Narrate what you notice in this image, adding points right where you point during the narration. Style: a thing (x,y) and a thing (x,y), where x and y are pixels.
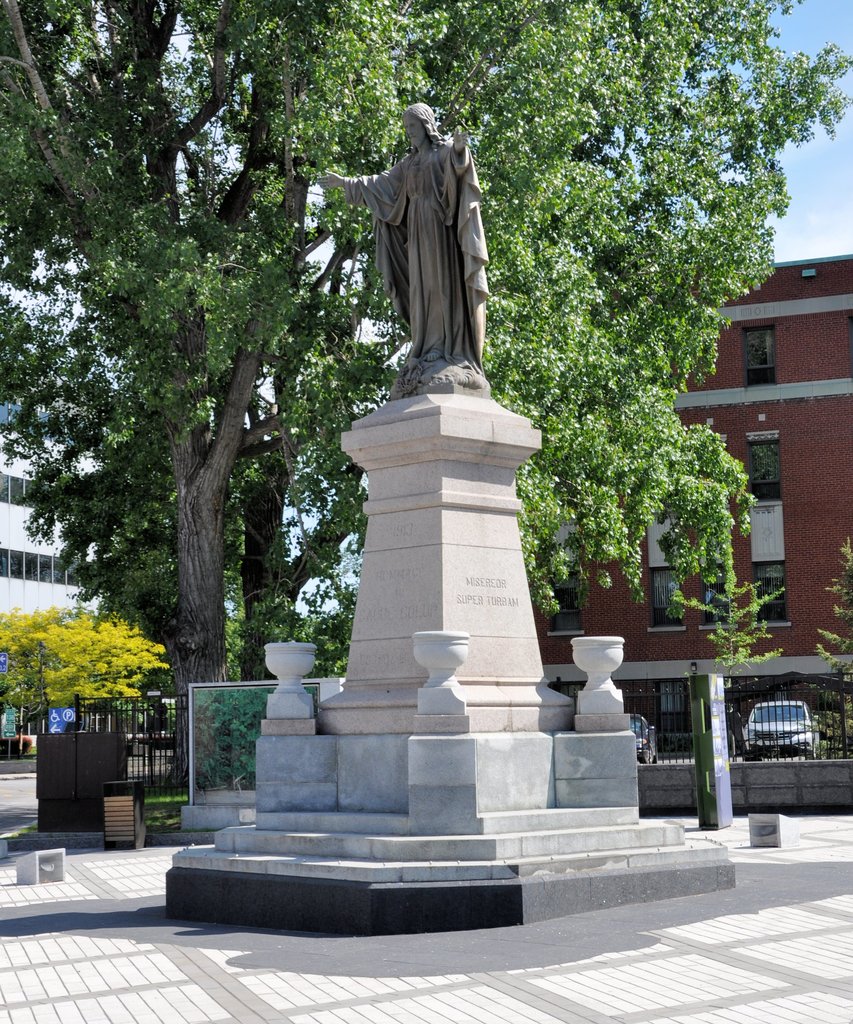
In the center of the image (422,469) there is a statue (474,592). Behind the statue (415,706) there is a metal fence (753,752). There are cars (762,735). In the background of the image (300,399) there are trees (579,311), buildings (845,332) and sky (779,240).
